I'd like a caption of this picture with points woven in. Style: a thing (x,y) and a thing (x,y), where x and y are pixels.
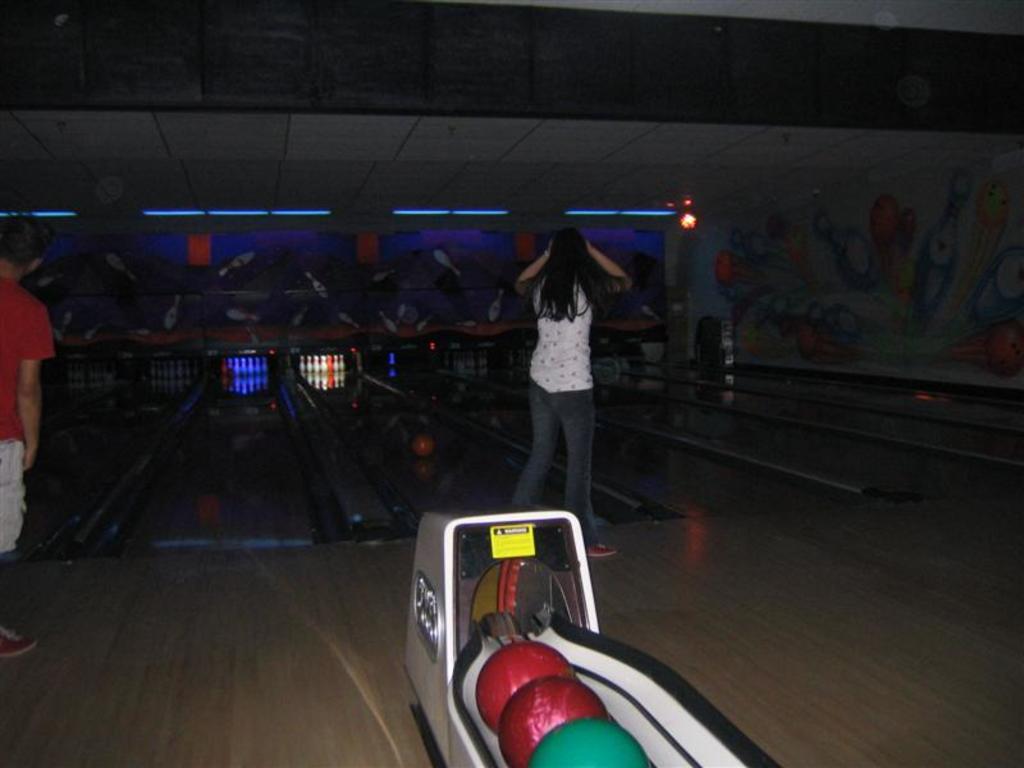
In the picture we can see a bowling floor (897,541) with a woman (575,248) standing and keeping her hands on the head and beside her we can see a man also standing, and behind them, we can see a ball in the stand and in the background (715,252) we can see a painting (739,297) to the wall (733,279) and beside it we can see a light (691,225).
